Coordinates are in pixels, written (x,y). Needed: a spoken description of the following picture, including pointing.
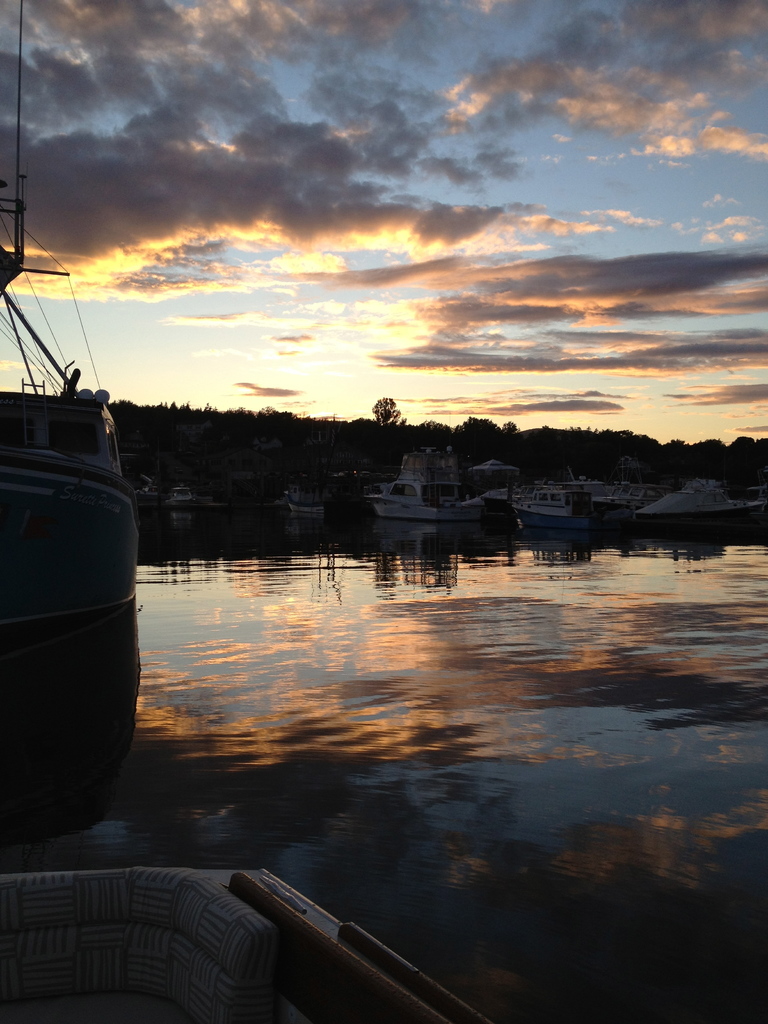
In this image, we can see so many boats (60,593) are above the water (412,632). On the water (472,657), we can see some reflections (456,702). Background (524,468) we can see so many trees (520,455) and cloudy sky (408,268).
